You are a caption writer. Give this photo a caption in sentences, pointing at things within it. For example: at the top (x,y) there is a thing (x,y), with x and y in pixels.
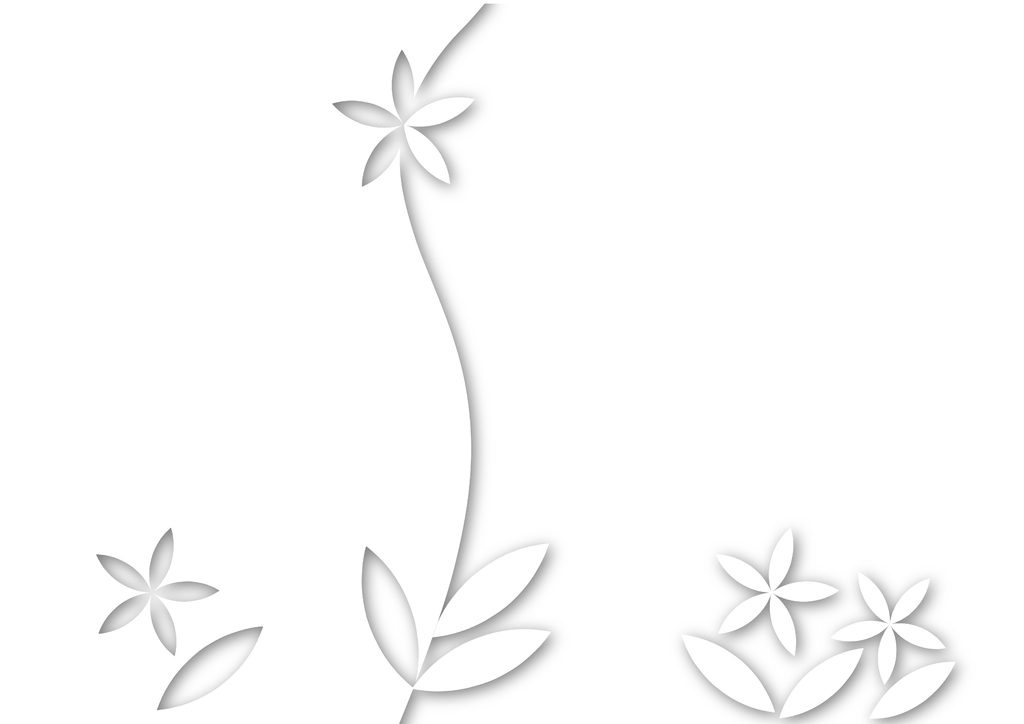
This is an edited image. Here I can see few artificial flowers (885,655). The background (914,97) is in white color.
